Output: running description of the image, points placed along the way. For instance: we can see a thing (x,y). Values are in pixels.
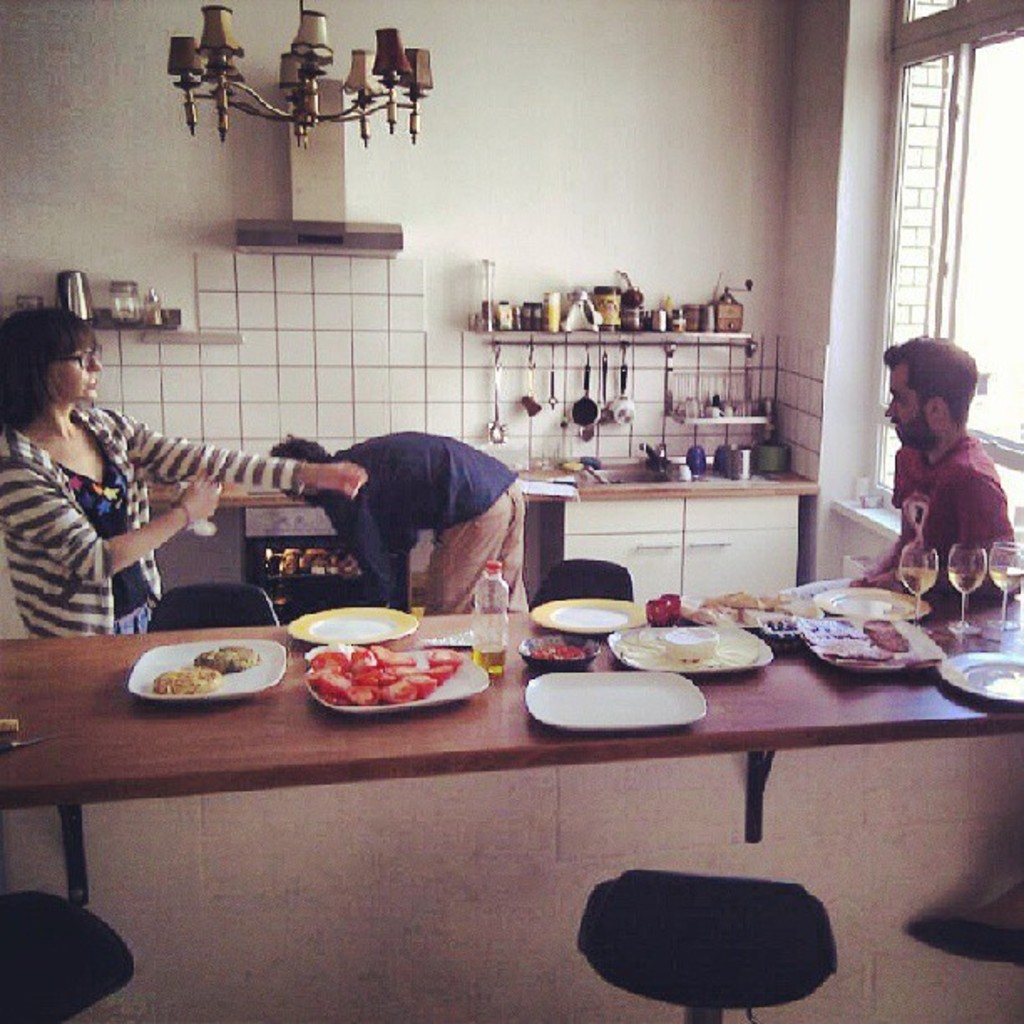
There are three people (302,454) in a room (290,579) and some food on table (139,767) with some glasses (1013,574) to one corner. There is a spoons stand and chandelier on above.
